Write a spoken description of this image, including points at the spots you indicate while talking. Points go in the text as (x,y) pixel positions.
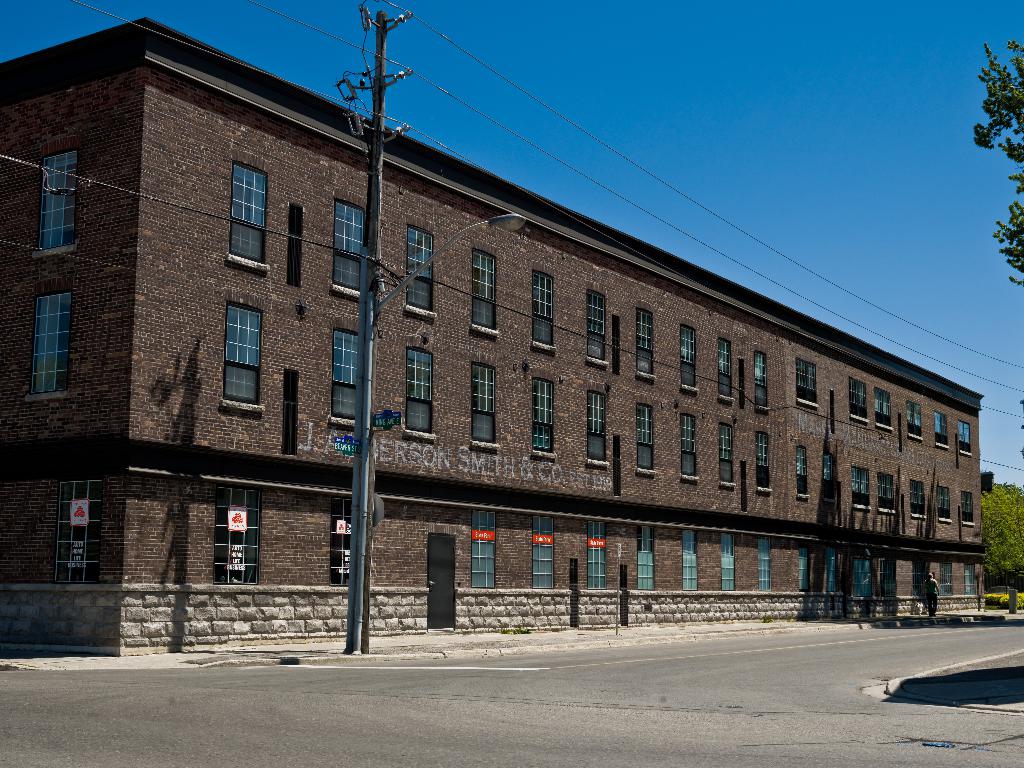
It is a building (528,470) in brown color, at the bottom (608,706) there is the road (684,689). At the top (636,109) it is the blue color sky (620,130).
